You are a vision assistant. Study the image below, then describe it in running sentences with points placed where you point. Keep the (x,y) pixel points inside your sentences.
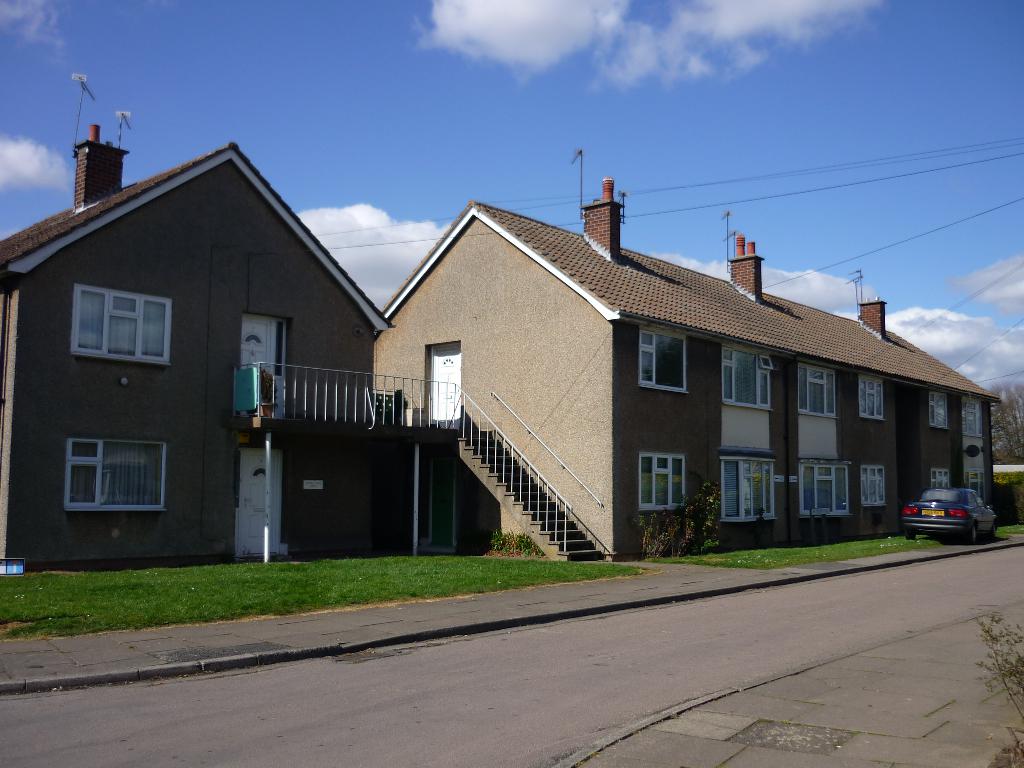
In this image, in the middle (556,427) there are buildings (483,516), car (946,518), grass (355,591), cables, road (873,610), plant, sky (831,221) and clouds (537,38).
